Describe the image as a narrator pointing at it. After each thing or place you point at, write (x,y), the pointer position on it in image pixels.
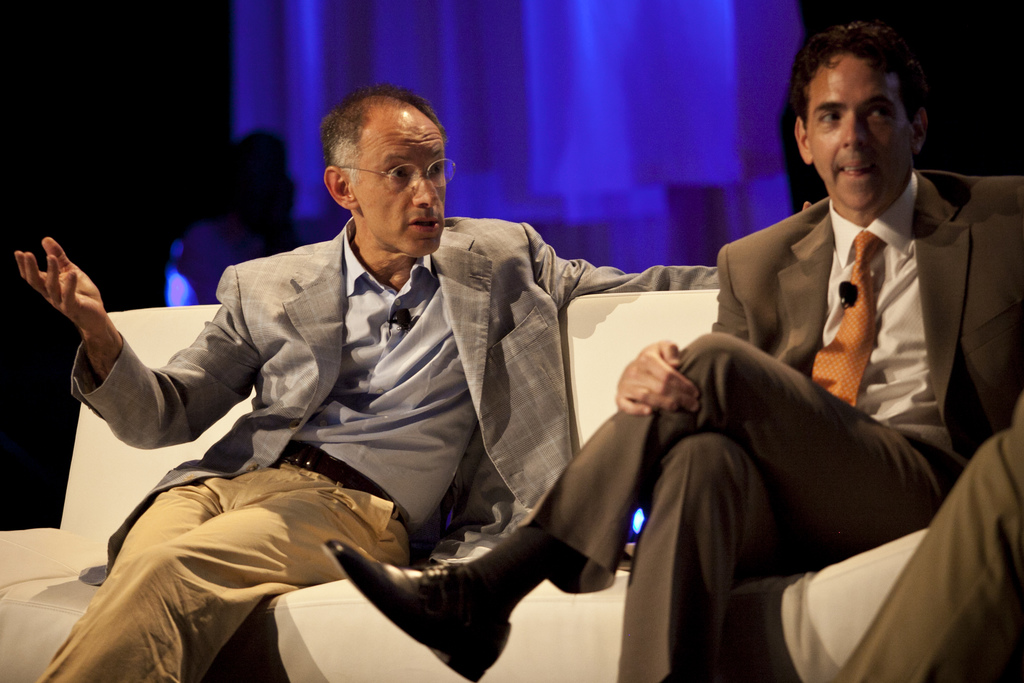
In the picture I can see two persons (327,456) wearing coats (929,311) are sitting on the white color sofa (788,577). The background of the image (1013,38) is dark, where I can see blue color lights (583,181).
